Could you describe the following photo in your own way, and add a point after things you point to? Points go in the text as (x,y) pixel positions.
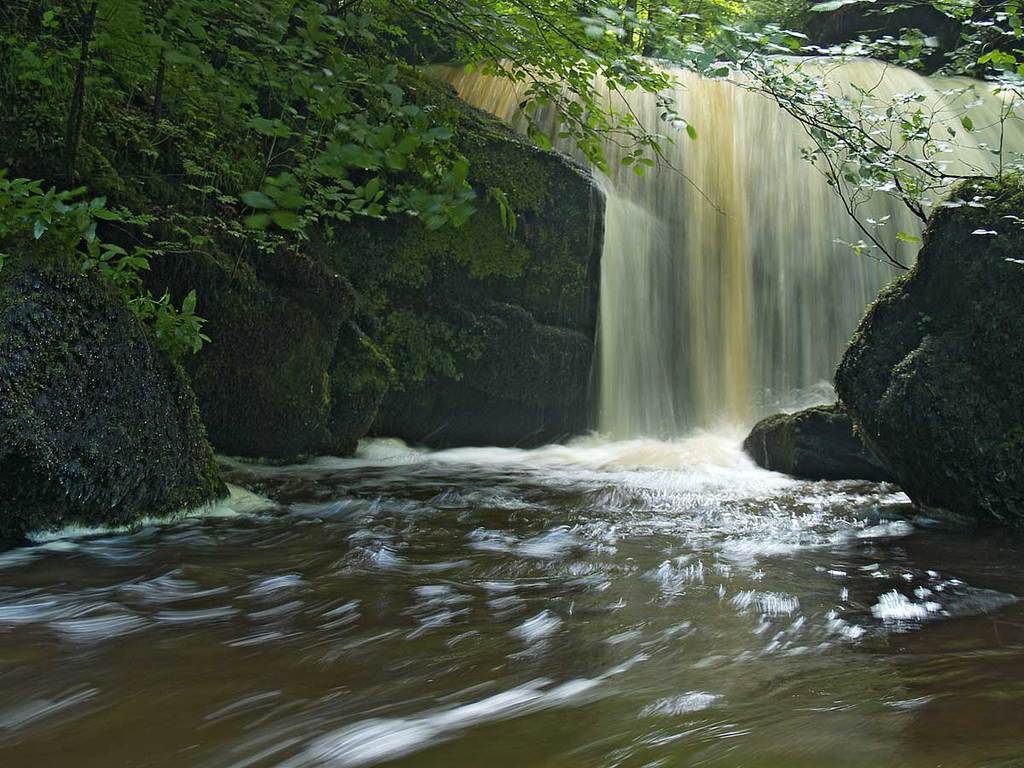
This image is taken outdoors. In the middle of the image (657,366) there is a waterfall (710,132) with water (436,594). There are a few rocks (277,338). There are a few trees (310,20) and plants (348,111) with leaves (301,116), stems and branches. On the right side of the image (839,401) there is a rock (920,434).
